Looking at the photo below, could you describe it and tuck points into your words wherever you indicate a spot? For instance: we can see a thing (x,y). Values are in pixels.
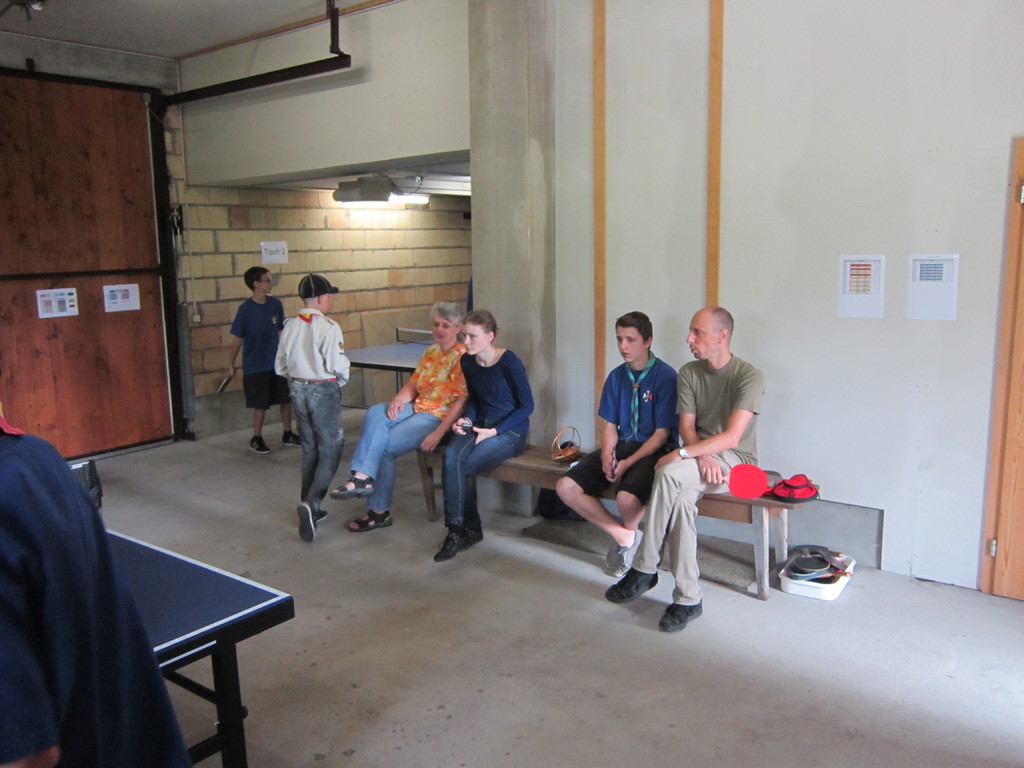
There are two women (444,359) and men (622,391) sitting on the bench (517,466). Beside this woman (394,418), another person (313,395) is walking. On the left hand side (20,511), a person (51,535) is standing in front of the table (163,586). On the right hand side (820,28), there is a basket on the floor (877,574) and the wall (975,471). In the background (261,378), a person (261,358) is playing table tennis. There is a wall (272,198) and door (85,276).
